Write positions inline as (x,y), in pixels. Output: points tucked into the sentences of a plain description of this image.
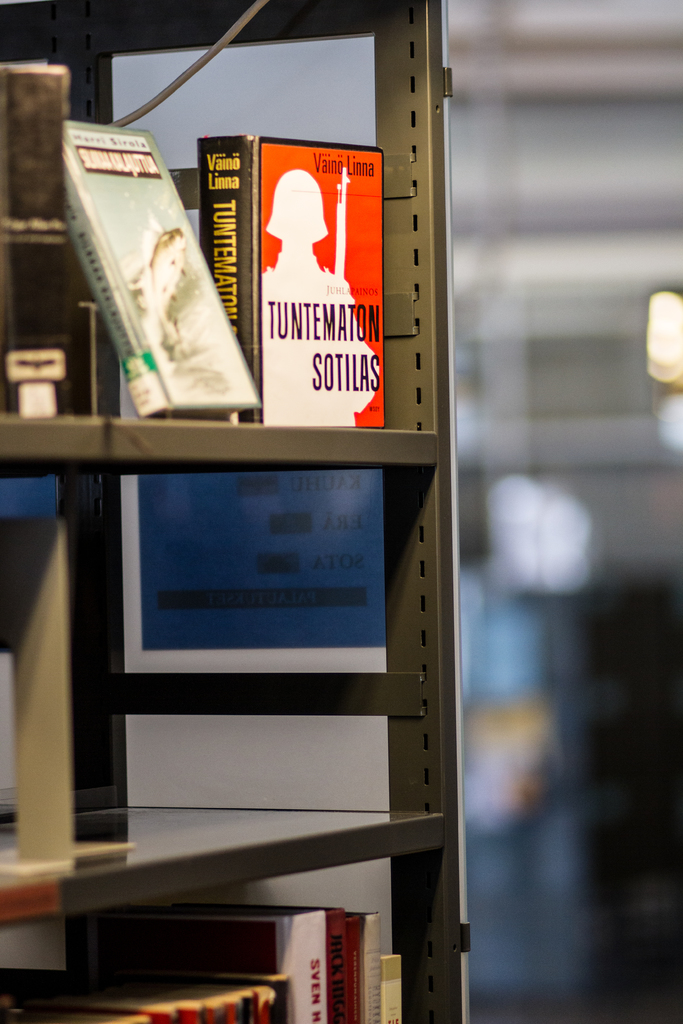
This image is taken indoors. In this image the background (602,704) is a little blurred. On the left side of the image (70,441) there is a rack (268,693) with shelves (267,844). There are a few books (284,961) on the shelves (398,826).
